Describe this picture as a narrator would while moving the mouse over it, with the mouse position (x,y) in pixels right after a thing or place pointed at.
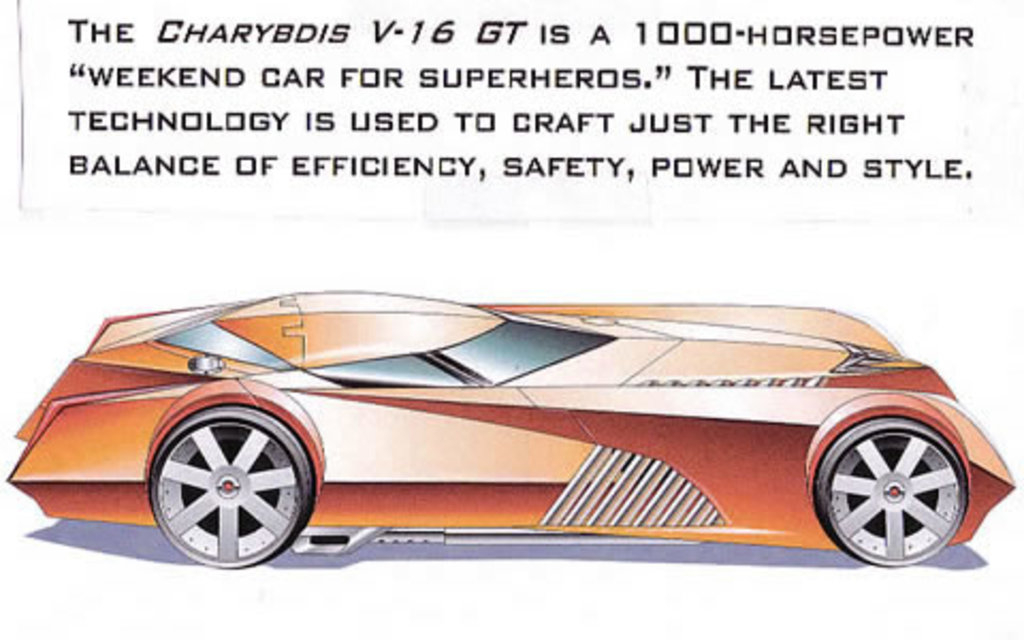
In this picture I can see a poster (475,538) and I can see text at the top of the picture (715,91) and I can see a cartoon picture of a car (520,477).
